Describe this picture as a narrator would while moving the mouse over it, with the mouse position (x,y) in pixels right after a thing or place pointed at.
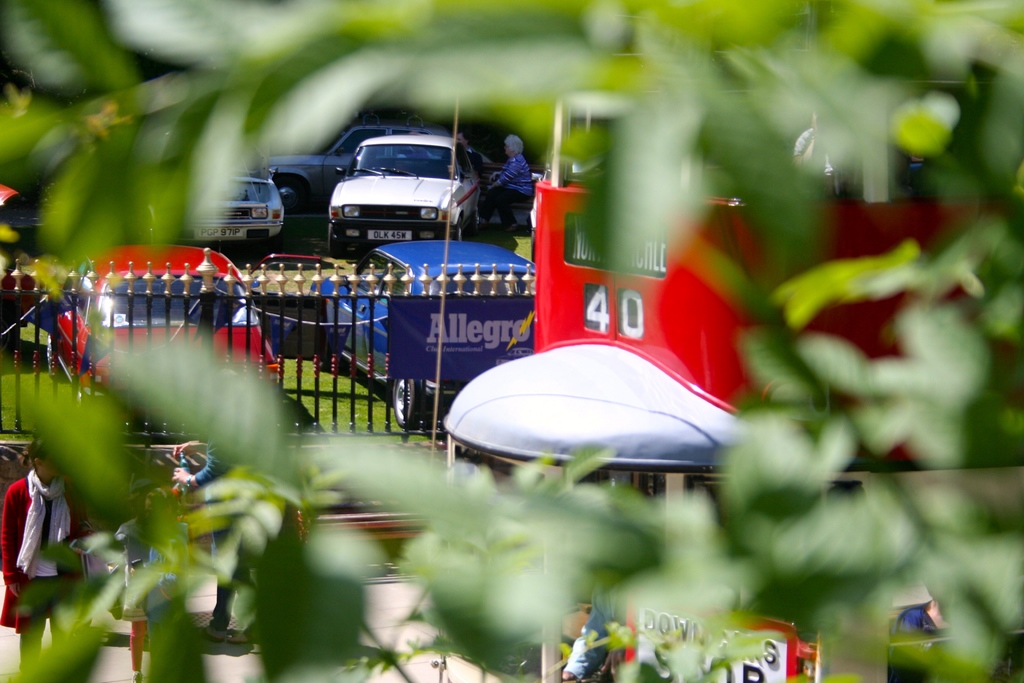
In the image we can see in front (1014,272) there is a tree (524,529) and there are people (47,502) standing on the road (250,662). Behind there are vehicles (659,205) parked on the ground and the ground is covered with grass (312,363).
